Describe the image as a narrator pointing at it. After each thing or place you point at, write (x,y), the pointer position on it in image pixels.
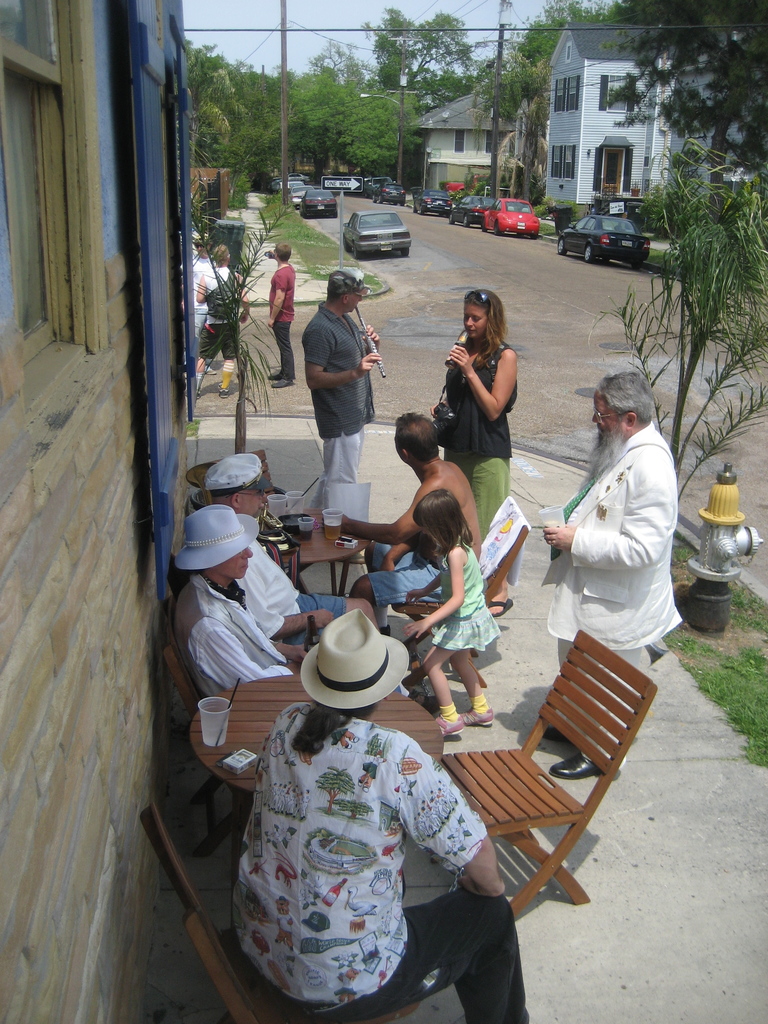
In this picture i could see some persons (325,626) sitting on the chair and drinking some beer (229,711) in the glasses (215,725), wearing a hat (335,660) on them. In the background (505,216) i could see some cars (415,199) parked beside the road (384,204) and some houses (609,107) with trees (627,1) around.
